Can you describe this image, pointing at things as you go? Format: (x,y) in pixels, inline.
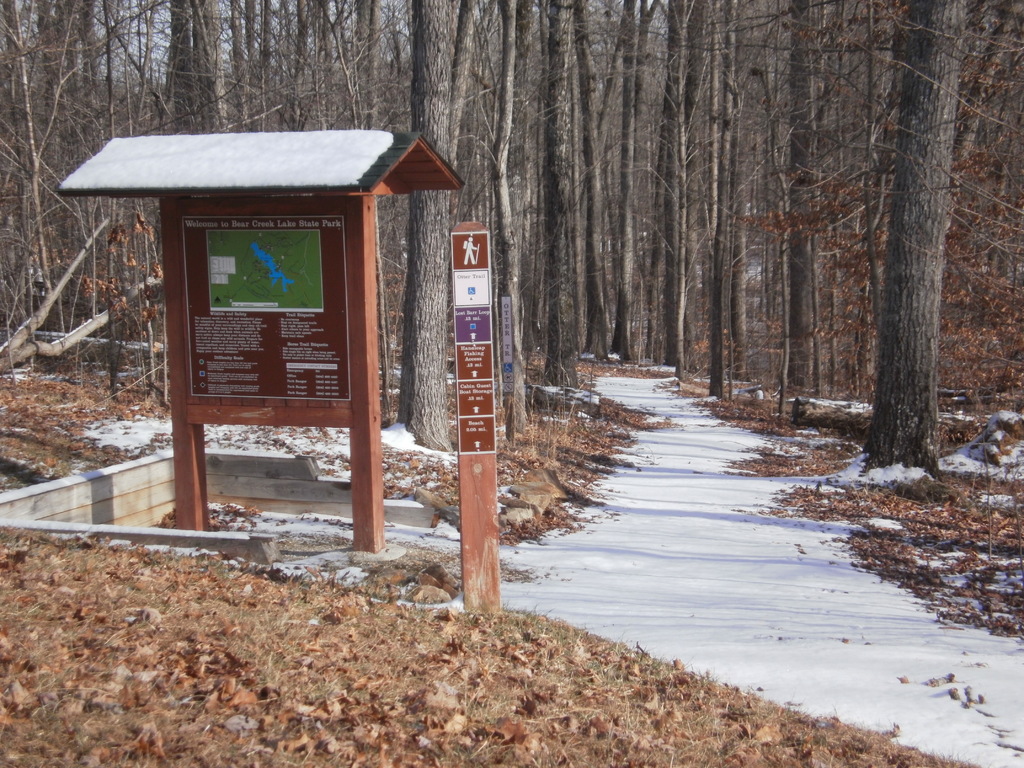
On the left side of the image (256,389) we can see boards (296,298), roof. In the background of the image (431,343) we can see the trees (615,300). At the bottom of the image (462,628) we can see the dry leaves (311,726), dry grass (597,654) and snow (700,586). In the top left corner (162,60) we can see the sky (98,34).
